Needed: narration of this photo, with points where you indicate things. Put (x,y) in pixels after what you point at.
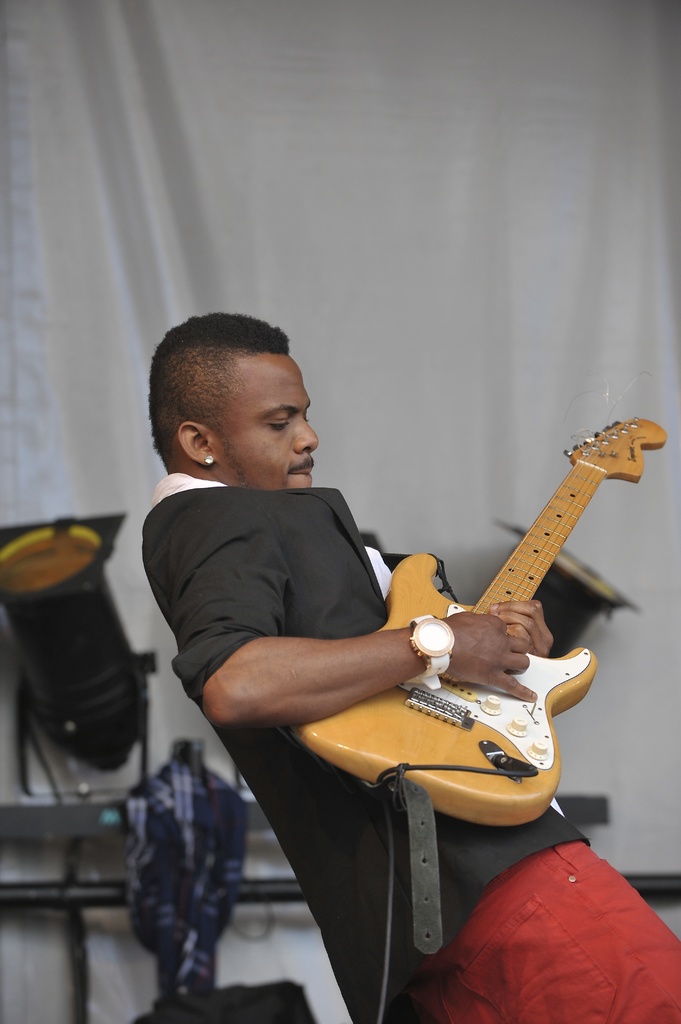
In a picture one person (297,594) is playing a guitar (391,718), he is wearing red pants (550,906) and black coat (291,598) behind him there is a curtain (444,236) and one cloth piece (137,860) and focus lights (78,643) are present.
